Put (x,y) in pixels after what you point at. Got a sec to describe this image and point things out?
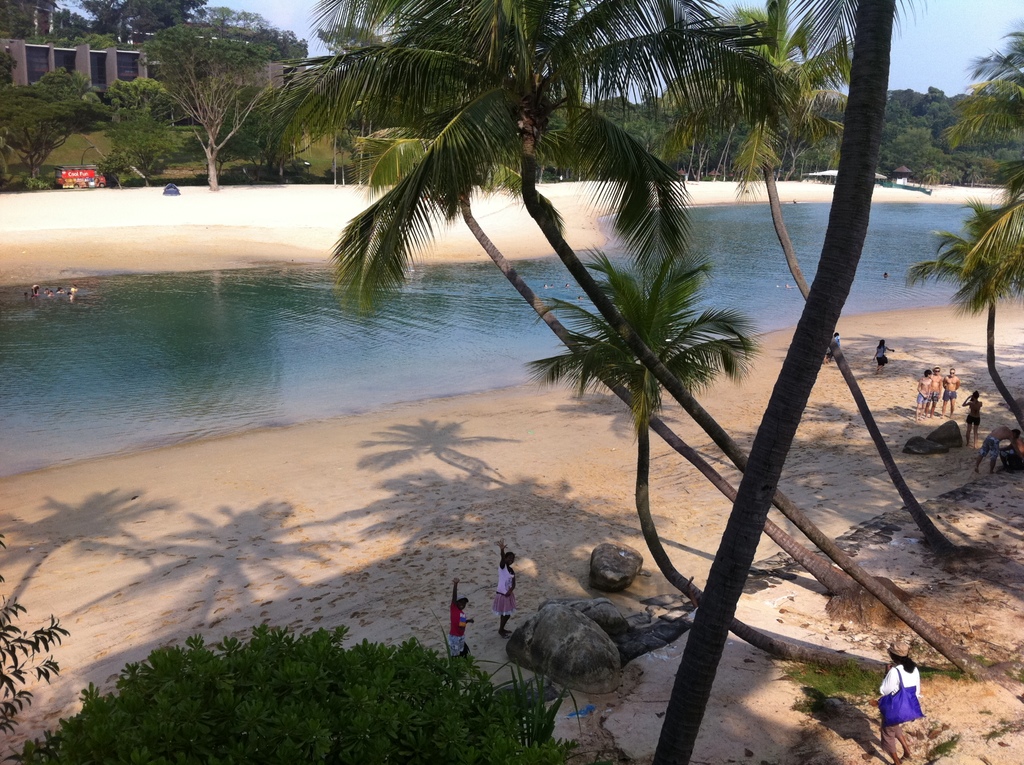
In this image I can see number of people (901,645) are standing on the ground (812,598) and on the bottom right side of the image (885,749) I can see one of them is carrying a blue colour bag (892,696). I can also see number of trees (1017,239), water (282,361), shadows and in the background (4,52) I can see a building (22,48), a vehicle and the sky (722,12).
